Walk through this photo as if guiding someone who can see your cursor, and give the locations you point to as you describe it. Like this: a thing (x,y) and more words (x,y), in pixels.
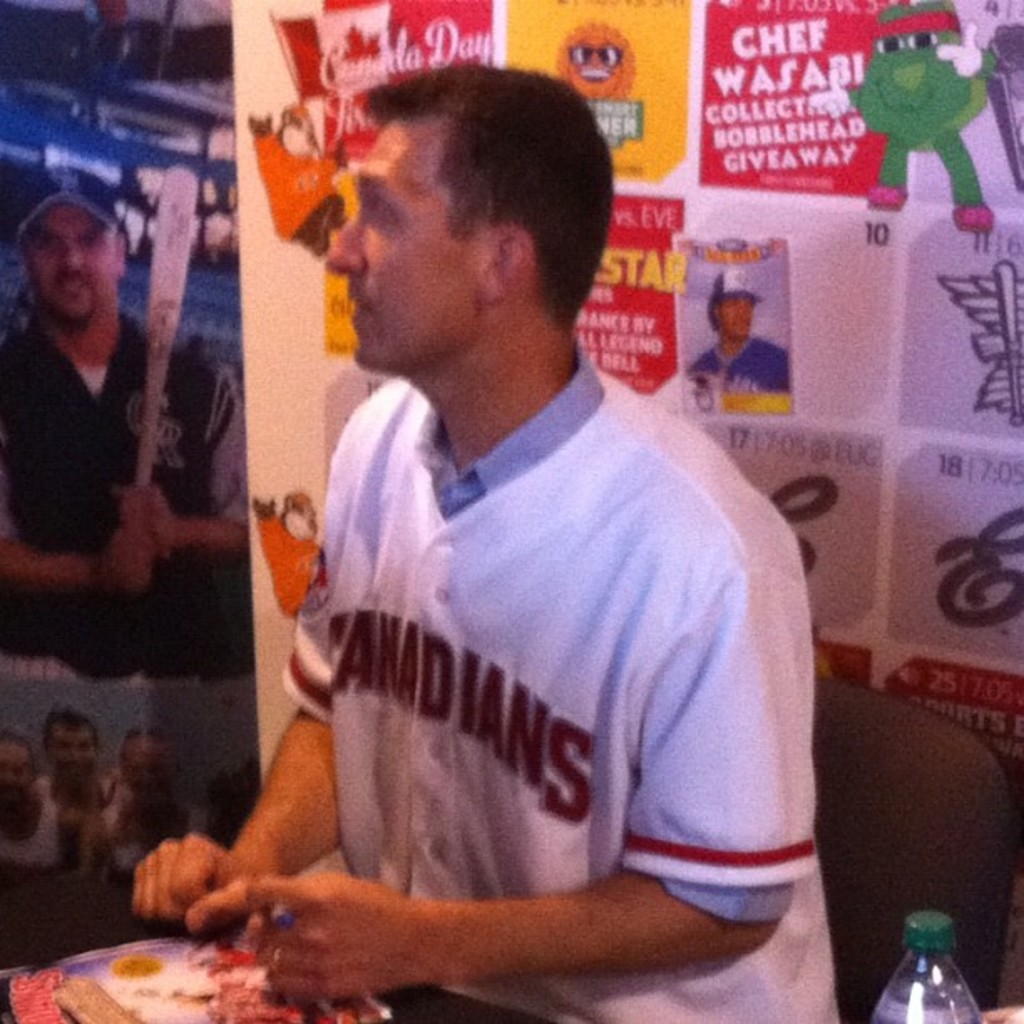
In this picture there is a man (716,650) who is sitting in the center of the image (353,531) and there is a table (428,1016) in front of him, there is another man (161,614) on the left side of the image (8,368), by holding a bat (154,261) in his hand (109,568), there is a poster (749,97) in the background area of the image (332,169).
